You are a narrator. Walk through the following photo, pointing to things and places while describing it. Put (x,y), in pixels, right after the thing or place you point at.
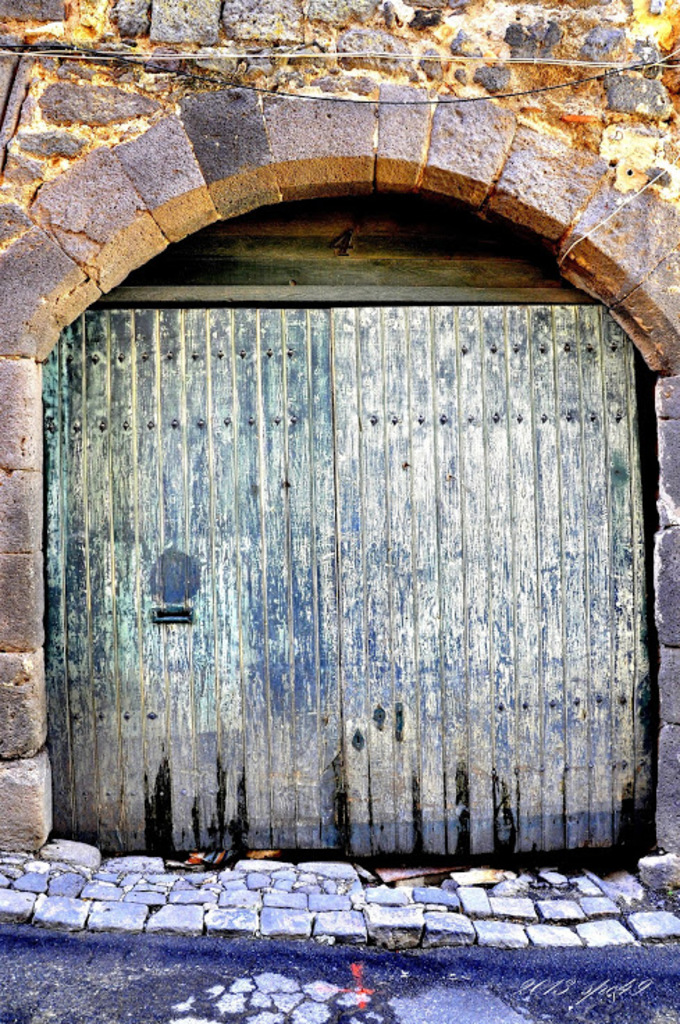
In front of the picture, we see an entrance door (337,521). At the bottom of the picture (370,881), we see the stones (157,888). In the background (275,107), we see a wall (572,114) which is made up of stones (218,136). This might be a castle (24,246).
